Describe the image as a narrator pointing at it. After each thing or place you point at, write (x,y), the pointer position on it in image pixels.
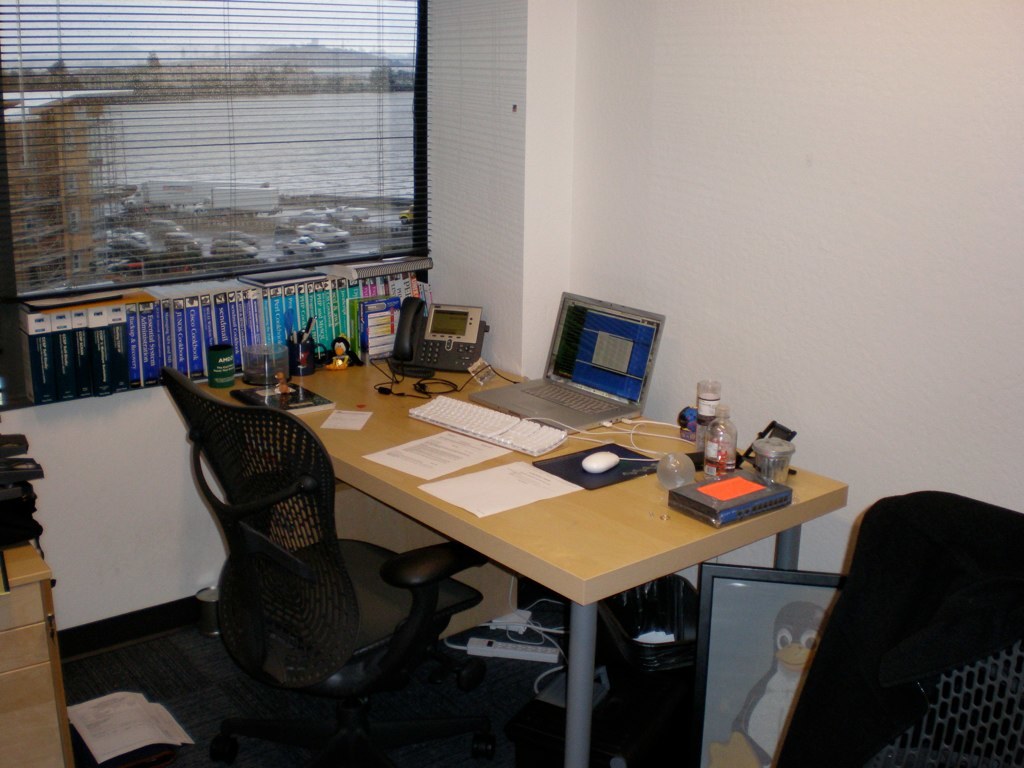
In this picture I can see a laptop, landline telephone (463,325), keyboard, cables (395,392), papers (478,499), mouse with a mouse pad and some other items (442,393) on the table (391,473), there is a photo frame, dustbin (683,655), there are chairs (947,736), books (369,267), and in the background (404,248) there is a wall (439,188) and a window (297,47). Through the window (195,192) I can see vehicles (238,251) on the road (256,242), there is a building (18,284), there is water (251,155), there are trees (273,67) and the sky (251,27).
